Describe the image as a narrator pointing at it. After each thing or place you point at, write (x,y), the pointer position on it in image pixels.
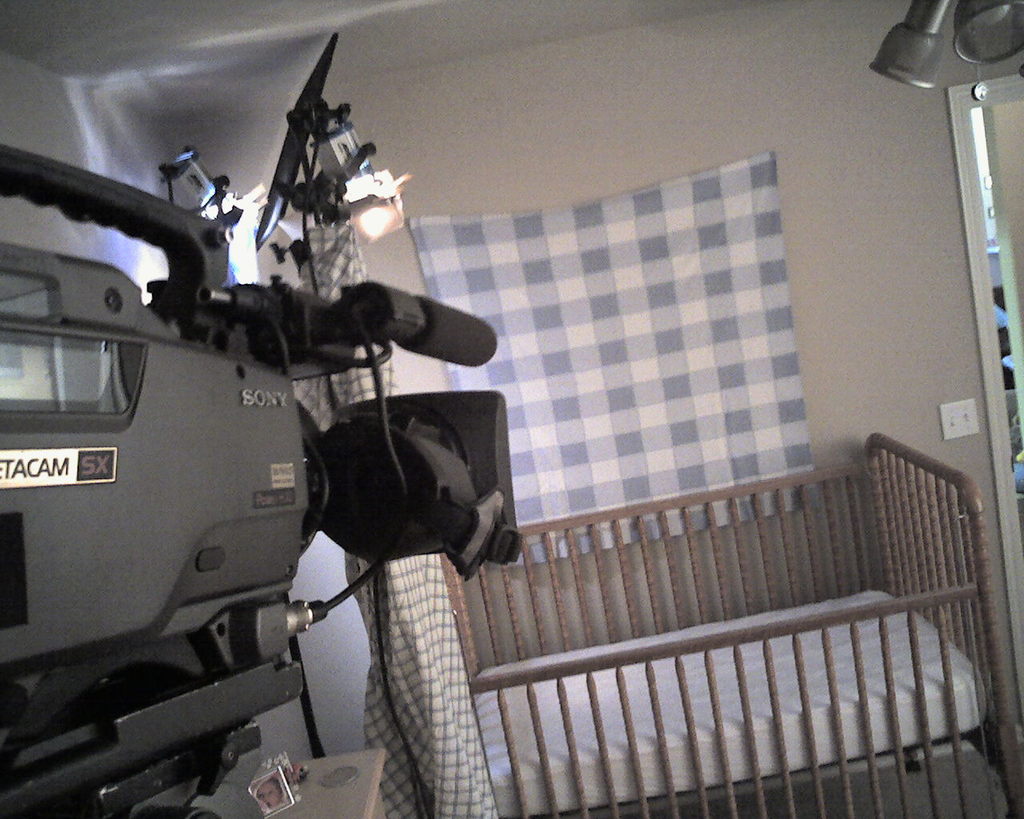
In this picture we can see a cloth (760,181) on the wall (819,173). We can see baby bed frame (726,642) and a bed (816,613). On the left side of the picture (13,289) we can see a cam recorder (58,260). We can see few objects (286,760).
